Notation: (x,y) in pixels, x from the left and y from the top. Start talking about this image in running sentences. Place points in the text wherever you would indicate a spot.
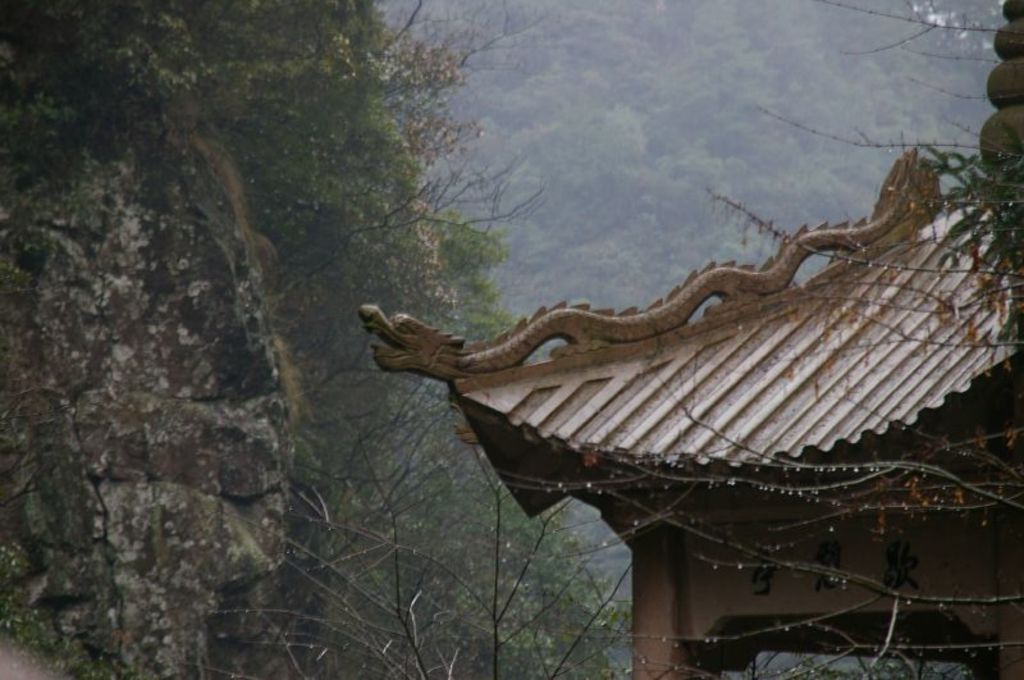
In this image there is a building (806,436) towards the right, there is a rock (146,456) towards the left, there are trees (457,137).
